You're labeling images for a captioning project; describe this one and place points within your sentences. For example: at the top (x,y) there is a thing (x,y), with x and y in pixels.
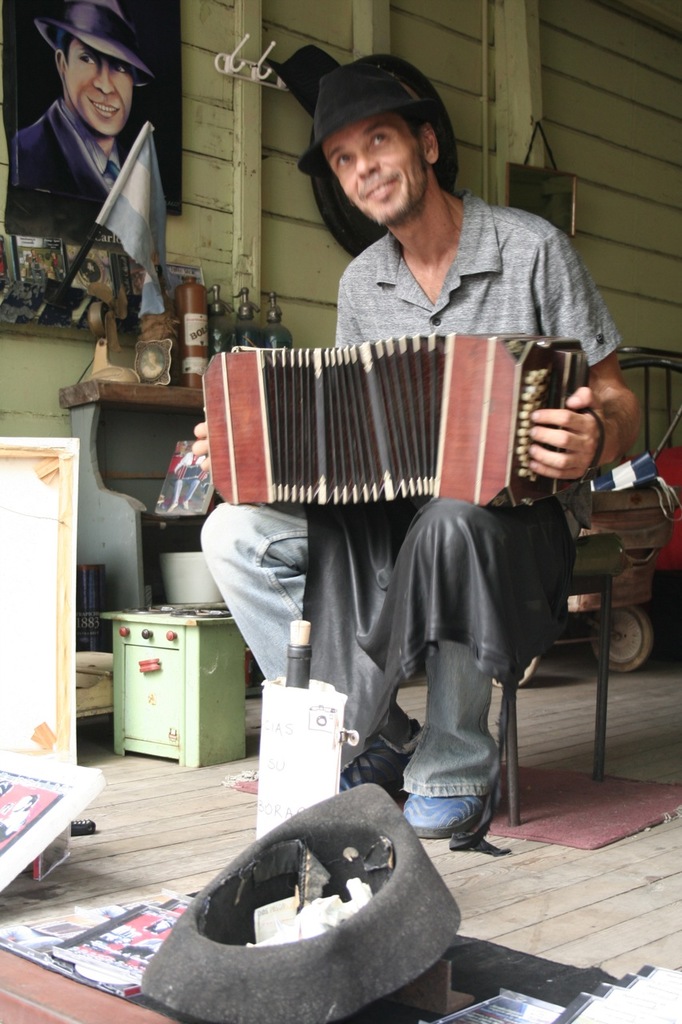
In this picture we can observe a man (391,186) sitting in the chair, holding a musical instrument (310,396) in his hand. He is wearing a cap (345,123) on his head (375,155) and smiling. In front of him there is a hat (381,938) placed on the floor (148,815) which has some money (270,922) in it. In the background (195,292) there is a desk (81,400) on which some bottles (198,351) were placed. On the left side (83,77) there is a photo frame (116,94) fixed to this wooden wall (216,146).
